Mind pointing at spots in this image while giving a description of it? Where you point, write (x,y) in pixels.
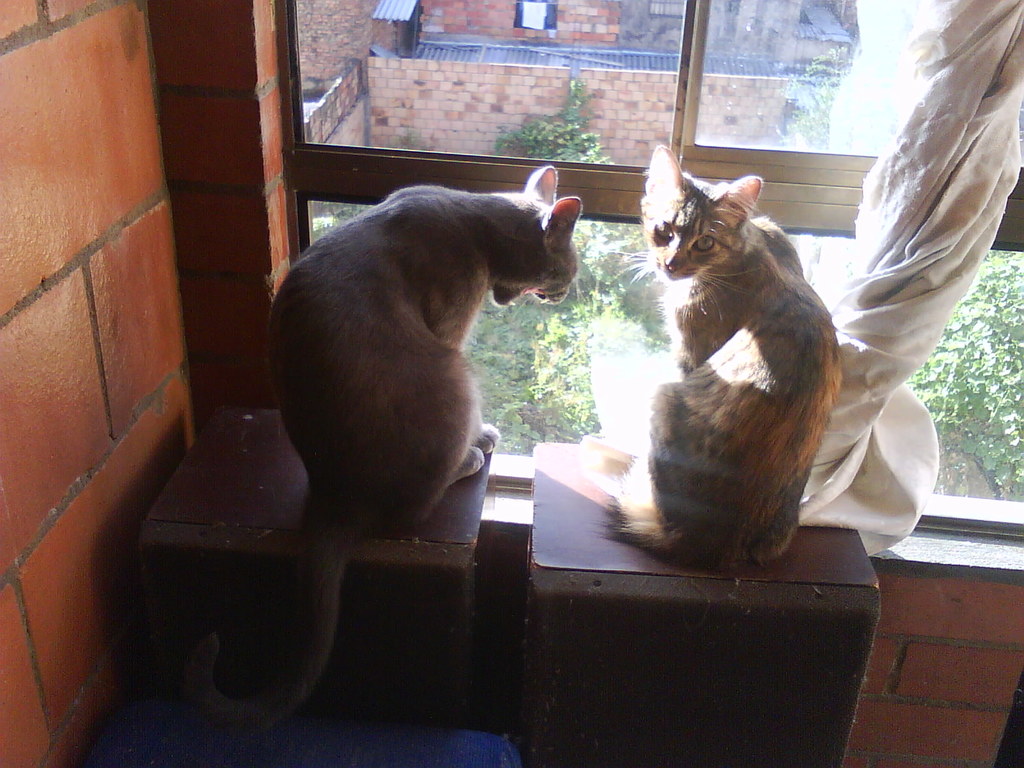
In this image we can see two cats (454,304) on the tables (575,502) which are placed beside the window (589,242). We can also see a wall (32,456) and a curtain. On the backside (493,327) we can see a group of plants (567,358).
